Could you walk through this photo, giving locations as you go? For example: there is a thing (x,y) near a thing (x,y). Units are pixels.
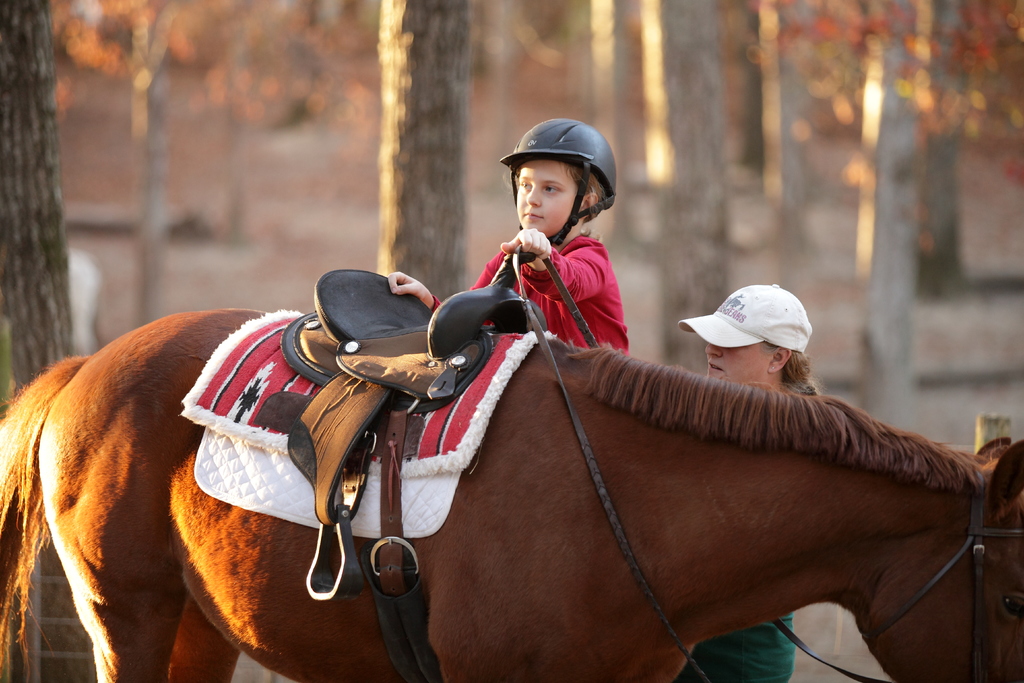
In this image there is a horse (565,471) at the back (536,280) there are two persons (693,325) one person (590,217) is holding the horse belt (523,257), at the back ground (400,124) there are some trees (763,76).
